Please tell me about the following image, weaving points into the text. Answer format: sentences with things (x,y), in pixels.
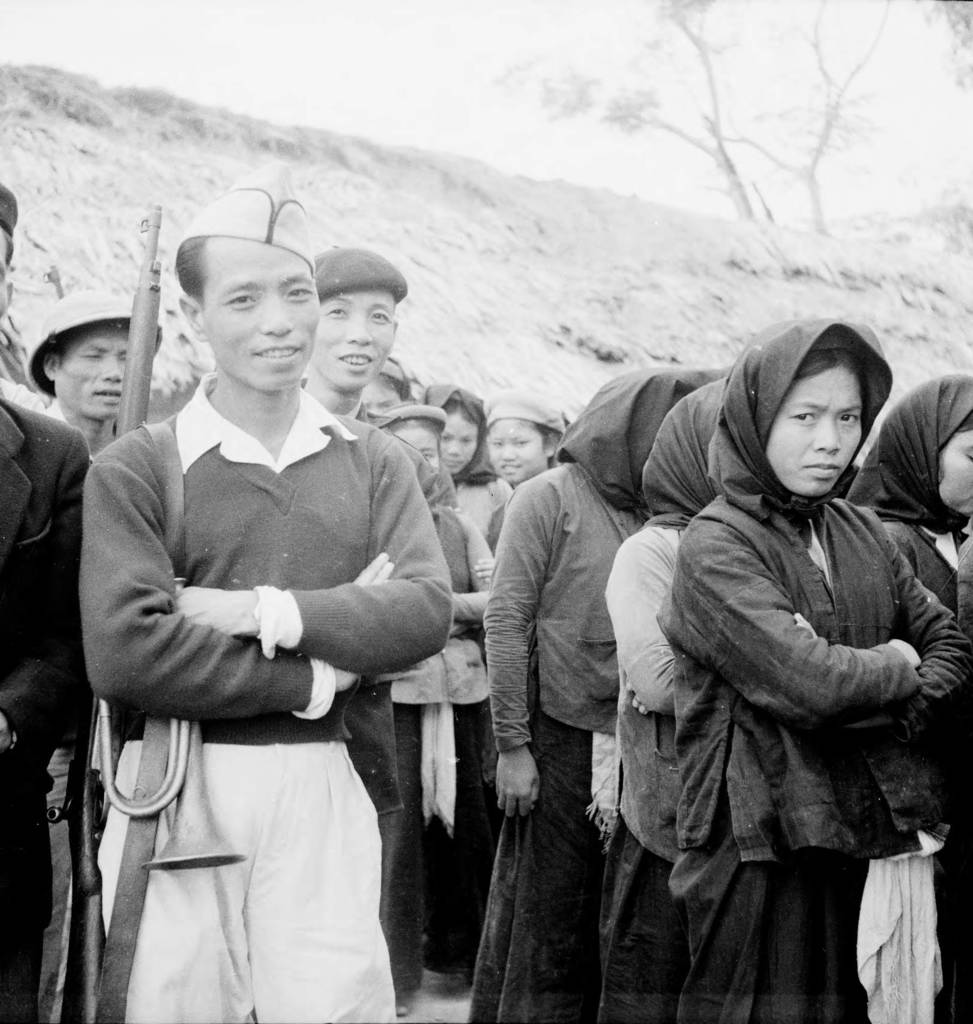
In this given picture, We can see a group of people (211,395) standing and towards the left (281,334) in front (356,528), We can see a person (175,448) standing and carrying a gun (145,398) on his shoulder (155,441), We can see a musical instrument (187,826) next, We can see trees (727,167) and a hill (461,185).
